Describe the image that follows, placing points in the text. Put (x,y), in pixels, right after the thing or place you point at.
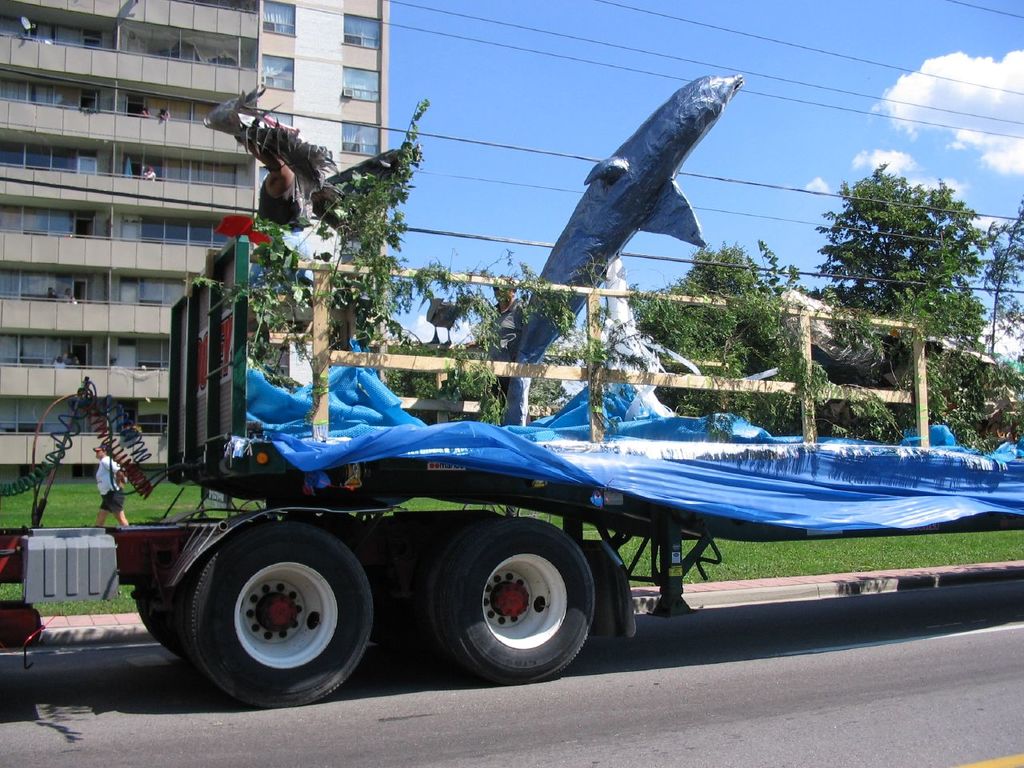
In the foreground of the picture (555,470) on the road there is a vehicle (429,469), on the vehicle (414,468) there are plants (381,216) and some other objects (632,181). At the top (530,242) there are cables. In the background (153,150) there are building (129,143), grass (95,491) and a person (102,491). Sky (622,63) is sunny.
